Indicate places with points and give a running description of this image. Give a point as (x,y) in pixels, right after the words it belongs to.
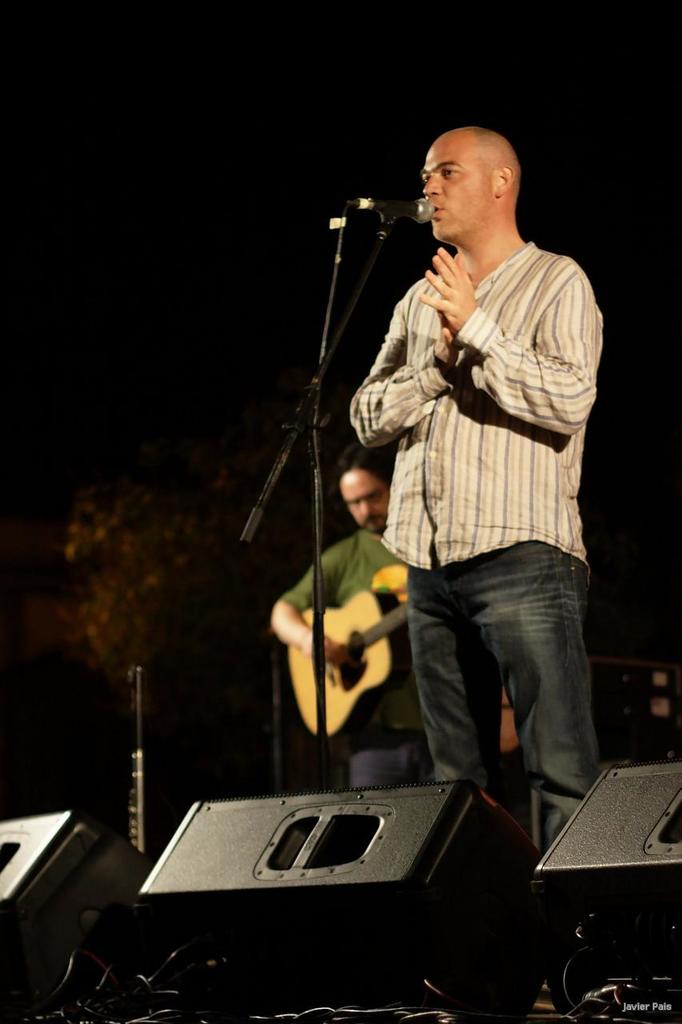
In the image we can see there is a man (485,476) who is standing and in front of him there is a mic (420,215) with a stand (323,707) and behind him there is a man (381,507) who is standing and holding guitar (376,660) in his hand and in front of a person (454,630) there are speakers (241,914) kept.
